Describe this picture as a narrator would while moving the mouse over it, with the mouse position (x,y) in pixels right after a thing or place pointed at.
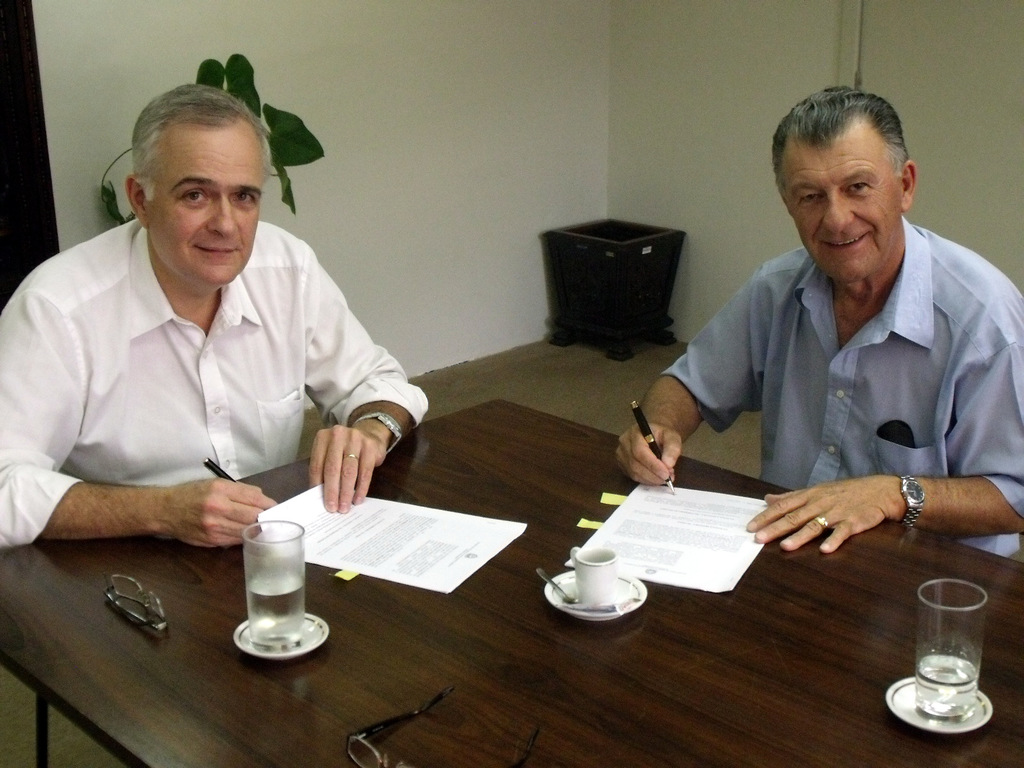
In this image i can see 2 persons (210,275) sitting on chairs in front of a table (117,706), they are holding pens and papers (605,528) in their hands (347,510), On the table (232,654) i can see two spectacles (156,613), 2 glasses (280,644) and a cup (600,573). In the background (478,164) i can see a plant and the wall (443,130).
